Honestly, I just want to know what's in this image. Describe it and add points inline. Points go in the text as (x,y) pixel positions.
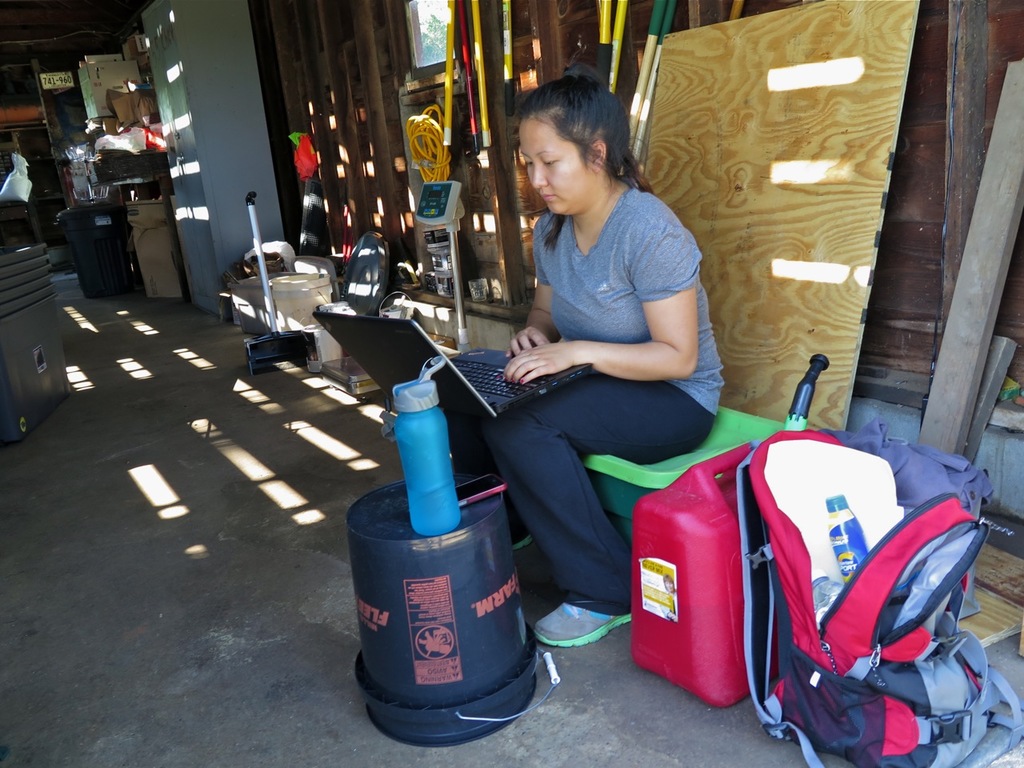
in the picture there is a woman (694,263) sitting and doing some work with a laptop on her laps (603,415) here we can also see a bag (743,577) beside her we can different items (706,46) on the room (201,452).
